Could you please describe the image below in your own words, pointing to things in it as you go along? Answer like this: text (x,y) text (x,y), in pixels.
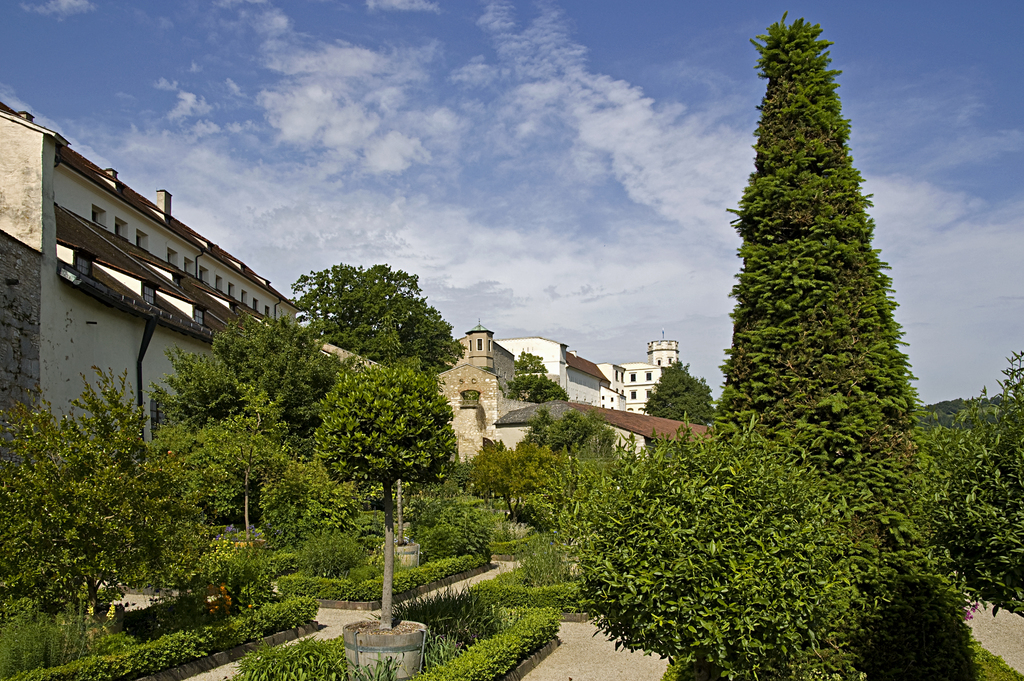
In this image there are trees (595,450) and buildings (481,441), at the top of the image (669,202) there are clouds (325,83) in the sky (457,168).
